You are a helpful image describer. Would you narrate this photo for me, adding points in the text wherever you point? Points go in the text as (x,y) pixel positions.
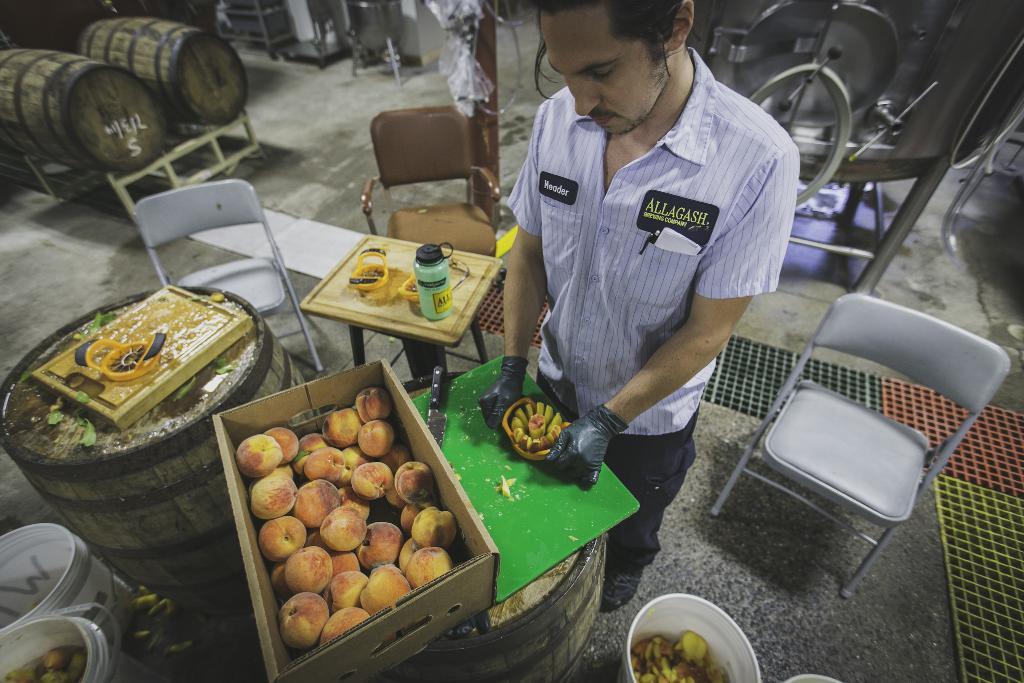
In this image we can see a person (607,259) standing on the floor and holding a fruit cutter (517,446) in the hands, chopping boards (208,360), baskets (387,495) filled with fruits (333,442), chairs (260,198), barrels (98,97) and polythene covers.
